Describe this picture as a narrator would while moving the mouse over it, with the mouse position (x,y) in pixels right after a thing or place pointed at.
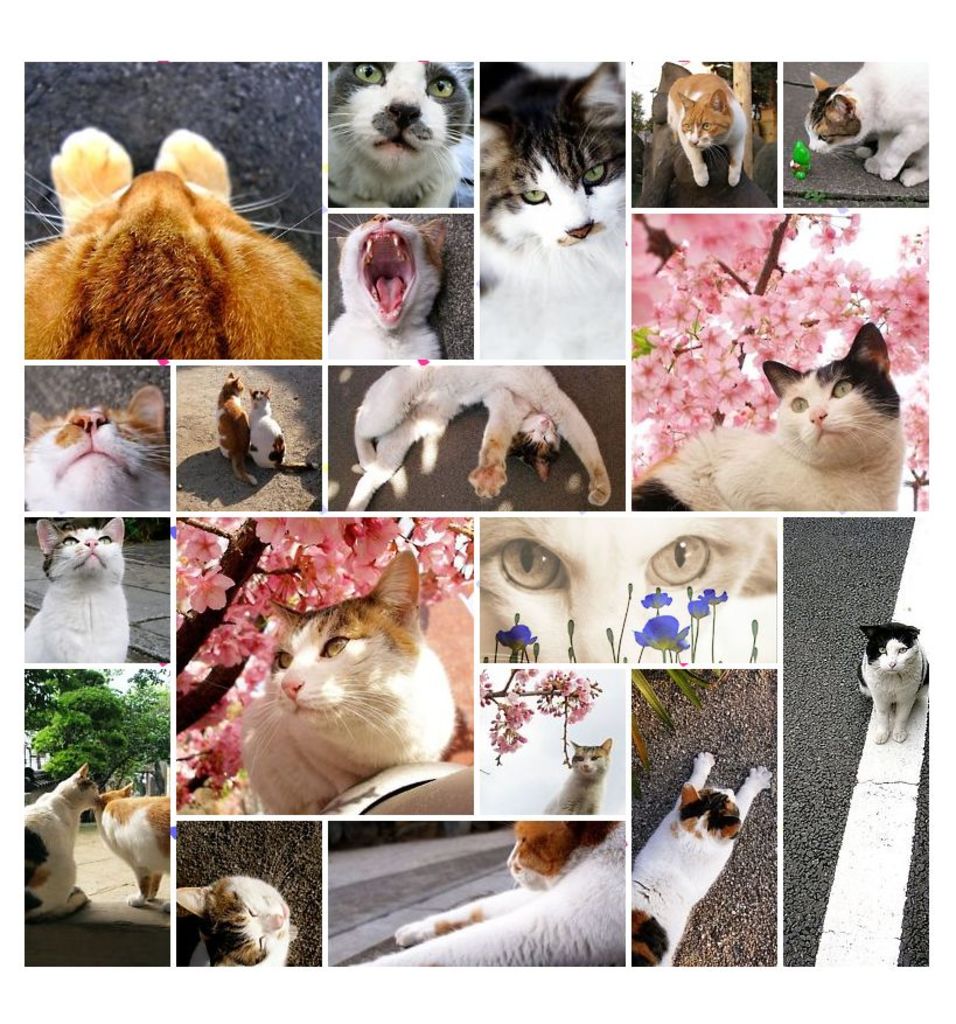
This is an edited collage image. We can see the pictures of cats (389,413), flowers (762,327), trees (384,564) and roads (435,913).
